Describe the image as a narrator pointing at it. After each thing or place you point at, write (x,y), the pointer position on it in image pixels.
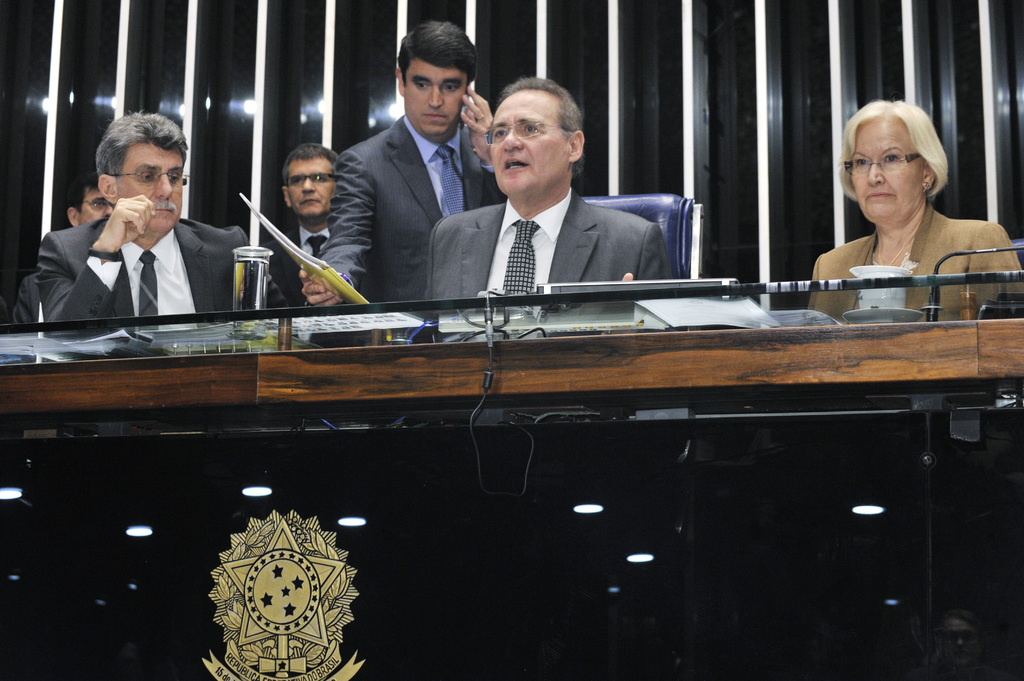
There is a wooden table (476,399) with a logo (298,602) at the bottom of this image (653,528). There are some persons (514,260) in the middle of this image (612,234) and we can see a dark wall (574,81) in the background (732,84).
